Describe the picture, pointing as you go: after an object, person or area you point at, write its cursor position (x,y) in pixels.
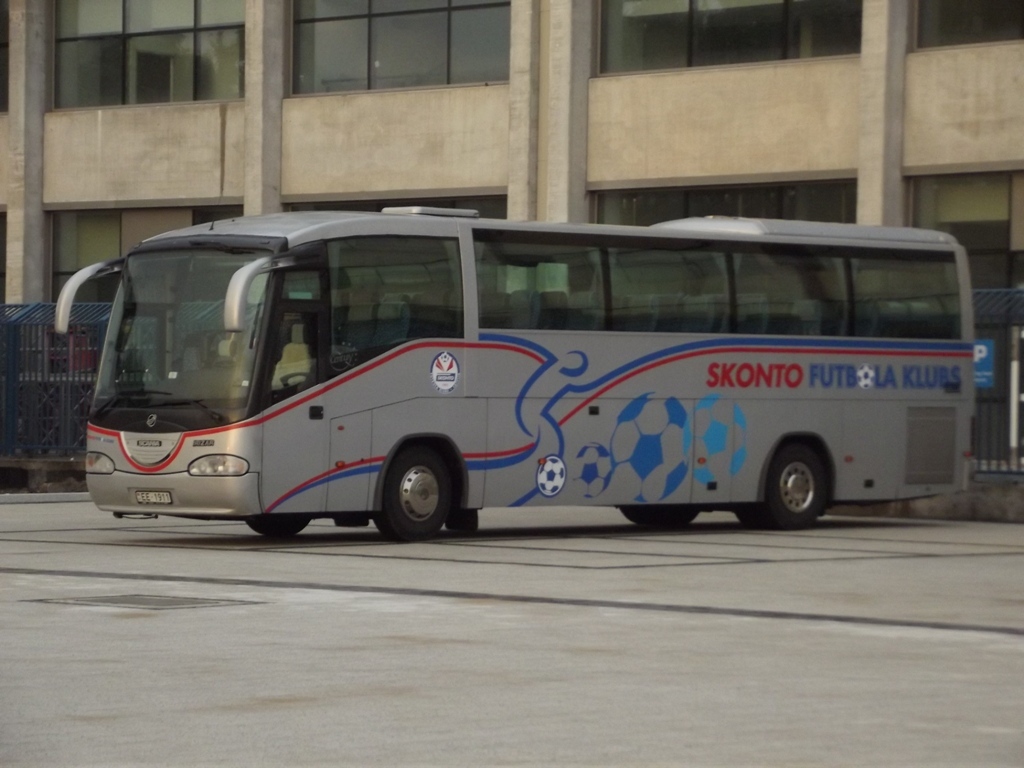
In this image we can see a motor vehicle (414,415) on the road (14,616), fences (75,367) and building (751,52).
